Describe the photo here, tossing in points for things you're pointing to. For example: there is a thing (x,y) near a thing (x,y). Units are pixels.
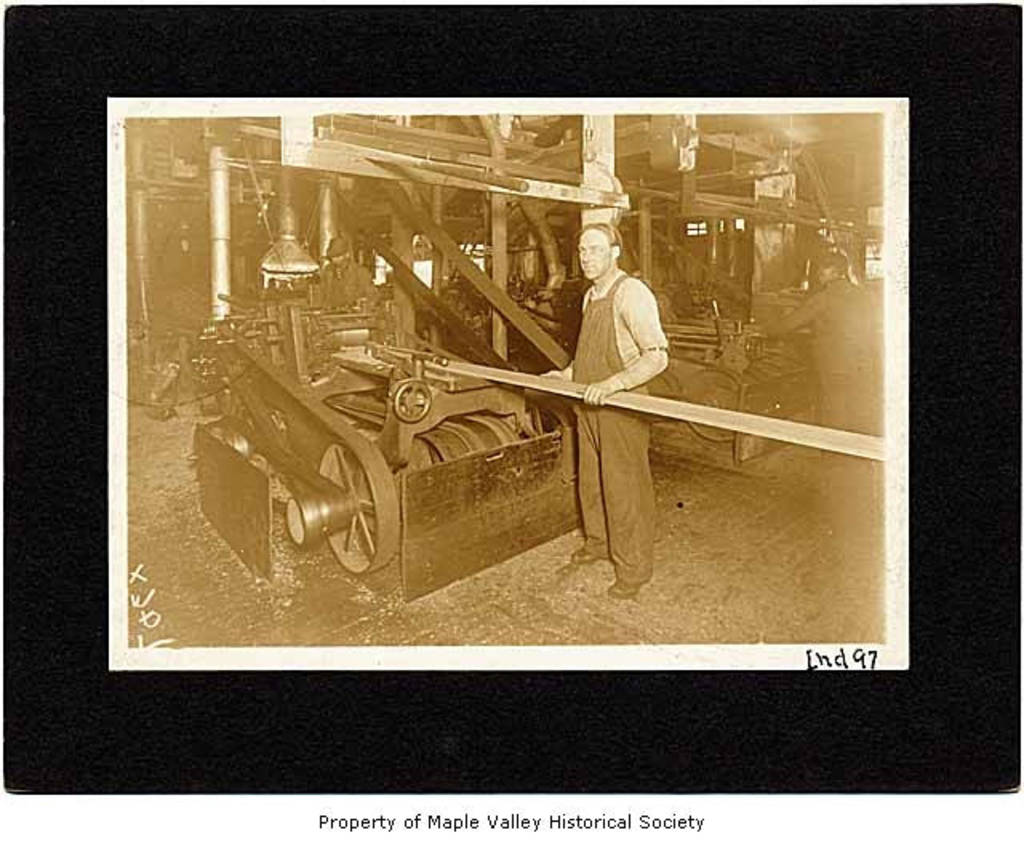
In this picture we can see a photograph (832,656) on the black surface (771,673), here we can see people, machines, some objects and some text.
